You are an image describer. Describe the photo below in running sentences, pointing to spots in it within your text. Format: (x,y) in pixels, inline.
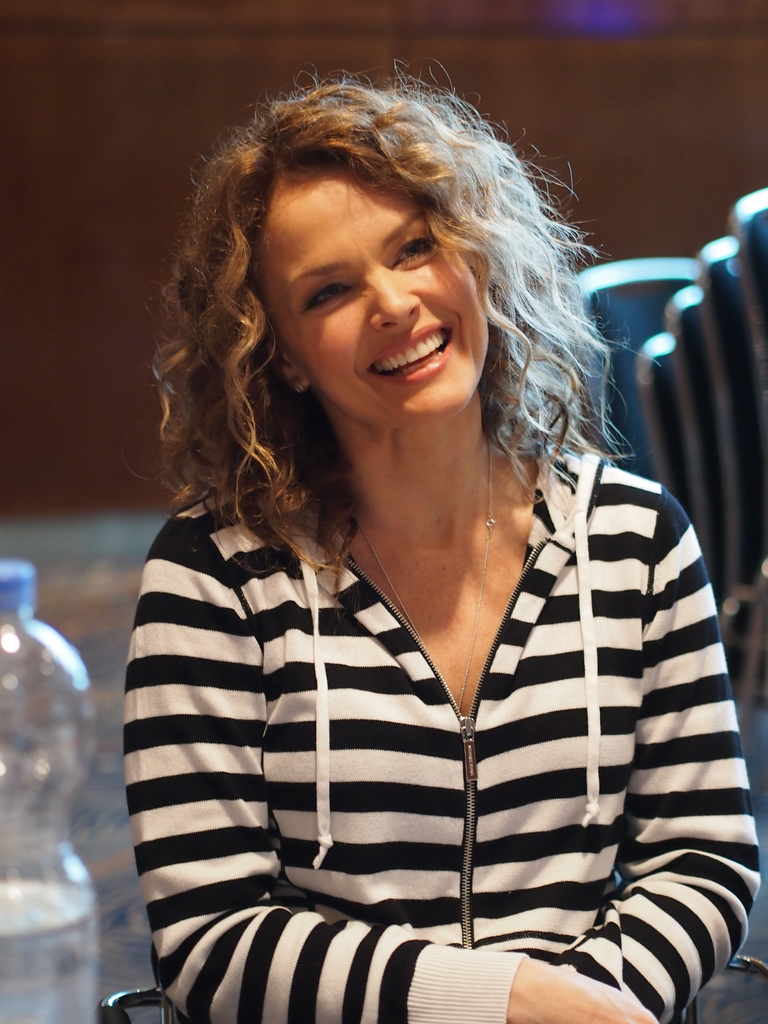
In this image we can see a lady (666,746) sitting on chair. In the background of the image (141,322) there is wall (130,181). To the right side of the image (741,243) there are chairs (640,379). To the left side of the image (22,1021) there is water bottle (23,573).
